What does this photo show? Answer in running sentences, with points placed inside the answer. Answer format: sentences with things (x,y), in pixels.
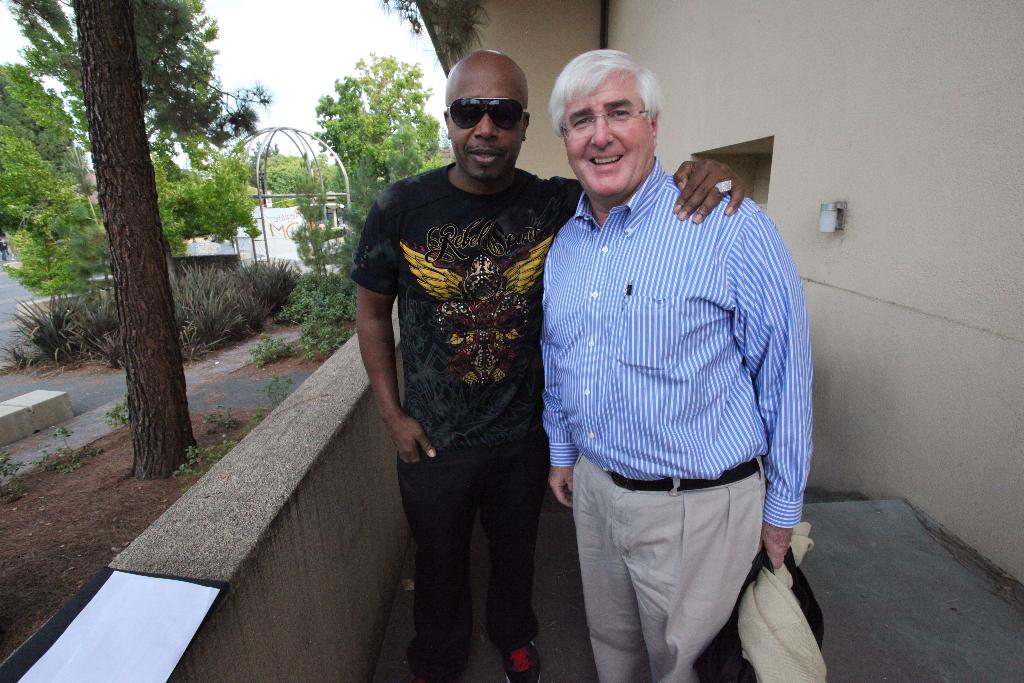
In this image we can see two persons (535,310) standing and person (664,377) on the right side (781,593) holding some objects (780,617) in his hands (781,548), at the left side of the image (195,161) there are some trees (143,227) plants (201,328) and papers (162,590) on the wall (264,521) and sky (383,50) in the background (384,37).
